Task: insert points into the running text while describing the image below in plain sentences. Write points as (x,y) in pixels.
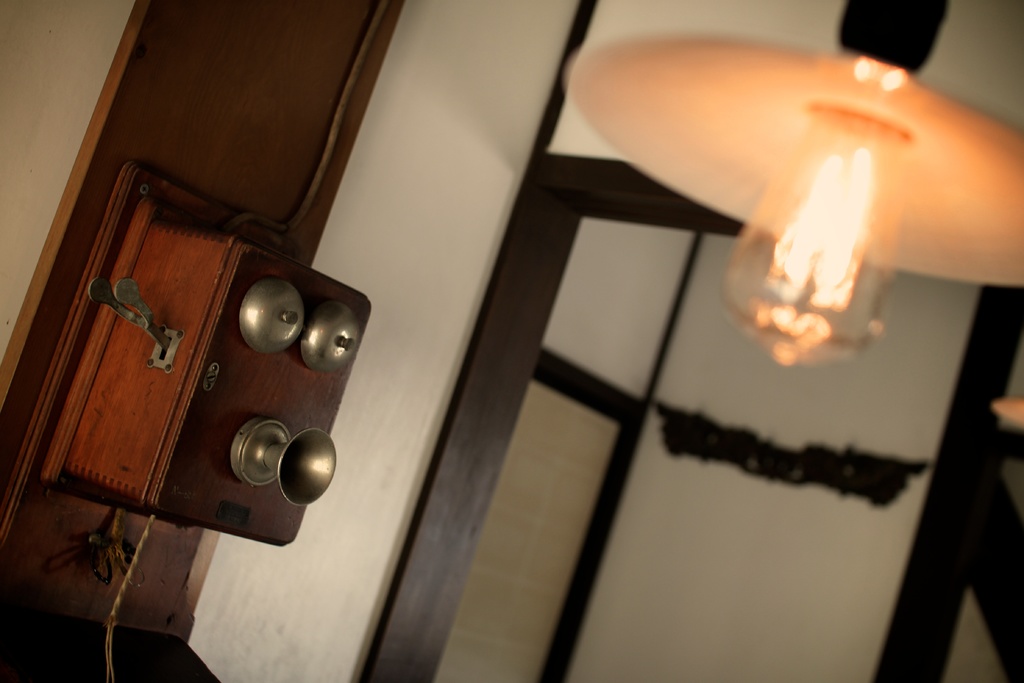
Here we see a electric bulb (795,194) and a electric bell (71,380).
